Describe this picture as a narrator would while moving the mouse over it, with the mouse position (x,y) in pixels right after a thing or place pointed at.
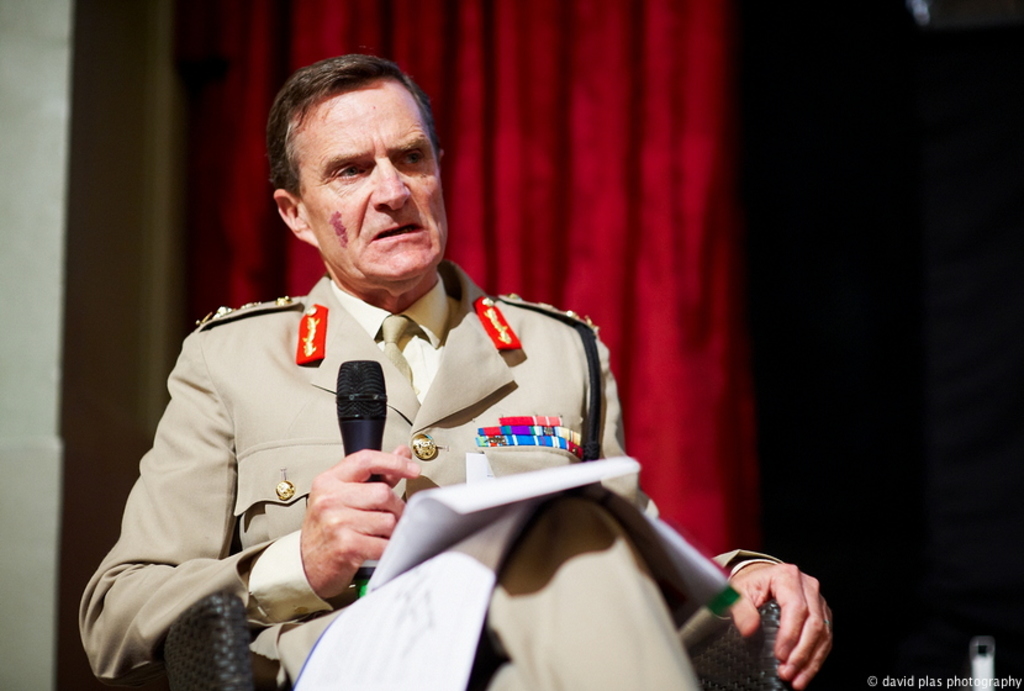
In this picture there is a man (436,347) sitting on the chair (180,686) and he is holding the microphone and talking. At the back (576,142) there is a curtain (522,92). At the bottom right (887,688) there is text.
